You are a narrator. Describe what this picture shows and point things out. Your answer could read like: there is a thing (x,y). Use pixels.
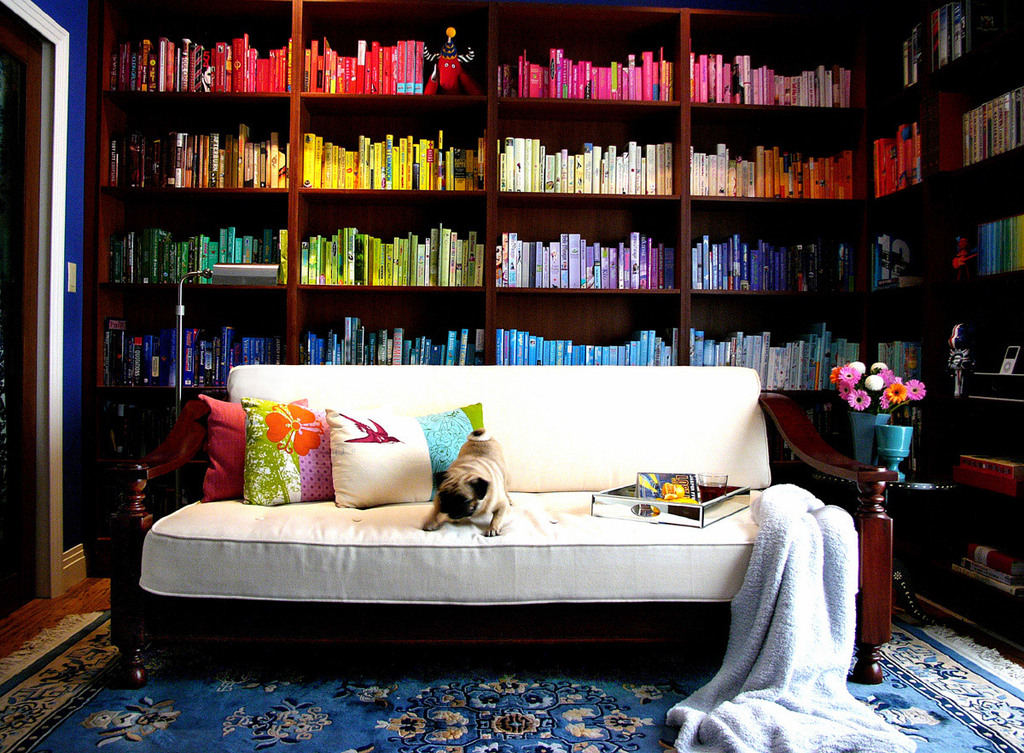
In this image we can see many books (434,263) on the rack (525,221). There are few pillows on the couch (532,500). There is a dog (488,501) in the image. There are few objects (671,523) at the right side of the image (786,536).
